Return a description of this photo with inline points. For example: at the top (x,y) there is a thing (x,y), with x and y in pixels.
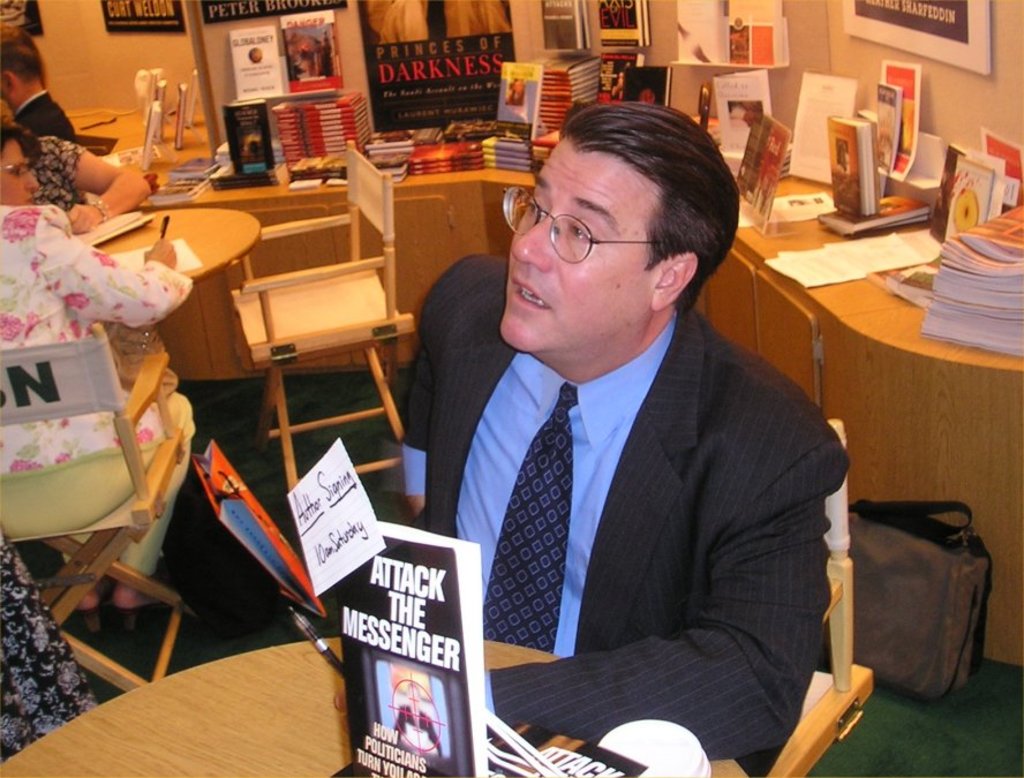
In this image I can see few people (728,551) are sitting in front of the table (281,677). On the table (345,726) there is a book (457,668), paper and the pen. In the back ground (318,115) there are so many books (503,72) and some of the boards (383,120) attached to the wall (220,91).
